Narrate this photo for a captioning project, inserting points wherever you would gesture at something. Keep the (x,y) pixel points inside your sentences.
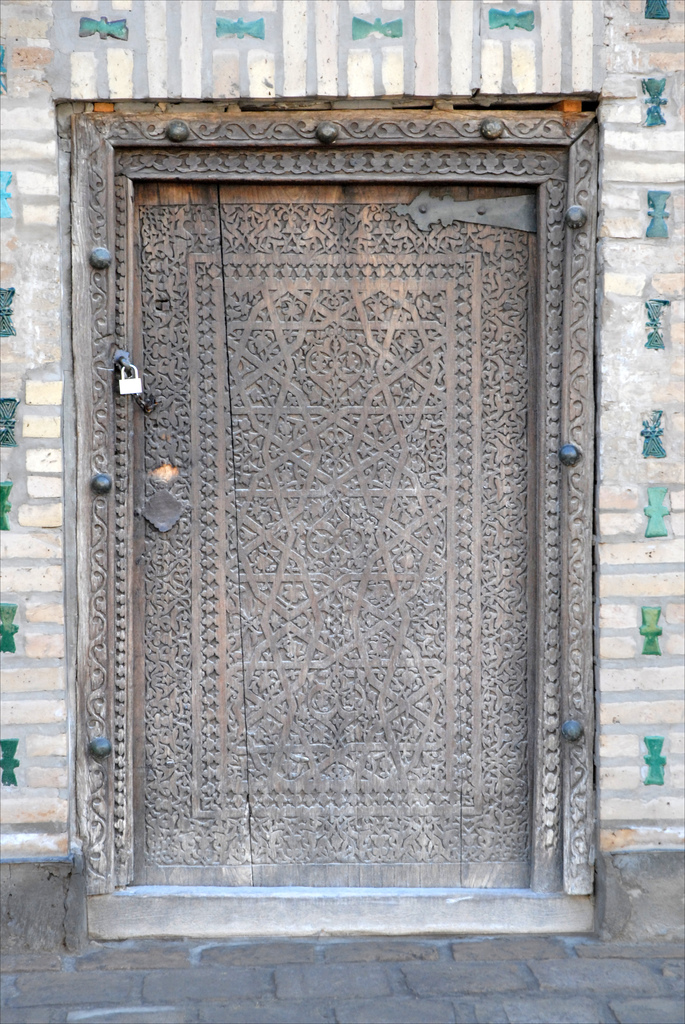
In this image, we can see the door (261,511), the door (226,473) is locked, we can see the wall (586,82).
